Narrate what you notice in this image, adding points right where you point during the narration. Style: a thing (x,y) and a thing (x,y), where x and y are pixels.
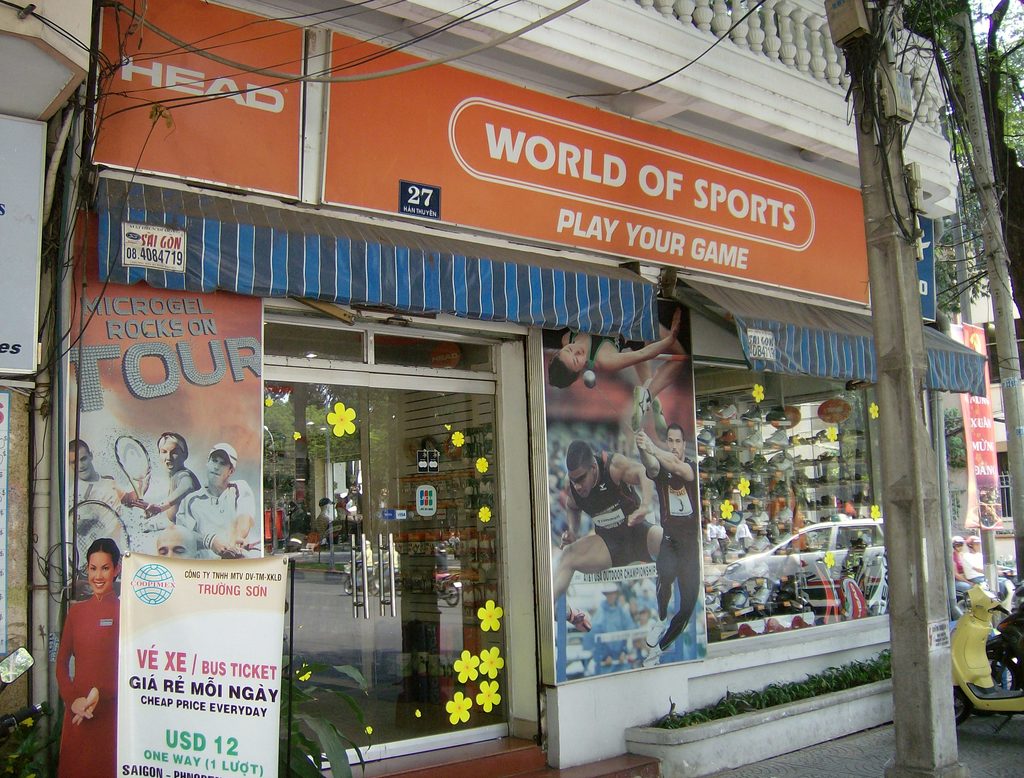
In this image we can see a store (291,363), name board (298,177), advertisements (248,669), objects (715,465) arranged in the racks (411,555) in rows, motor vehicles (993,609) on the road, shrubs (727,710), trees (1006,67), electric poles (905,203), electric cables (871,38) and sky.
